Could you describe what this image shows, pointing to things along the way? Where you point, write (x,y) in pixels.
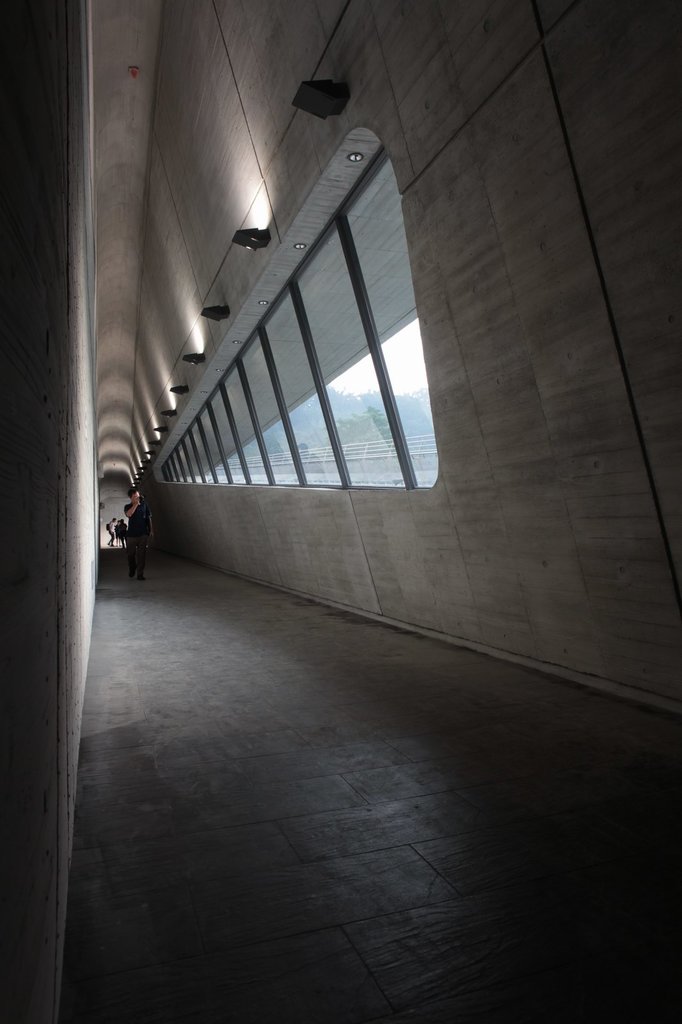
In this picture we can see a person (139,528) on the floor (247,684), walls (30,440), glass (297,400), lights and at the back of this person (132,546) we can see some people (118,531) and in the background (369,376) we can see trees (380,416), some objects (422,454) and the sky (359,381).
